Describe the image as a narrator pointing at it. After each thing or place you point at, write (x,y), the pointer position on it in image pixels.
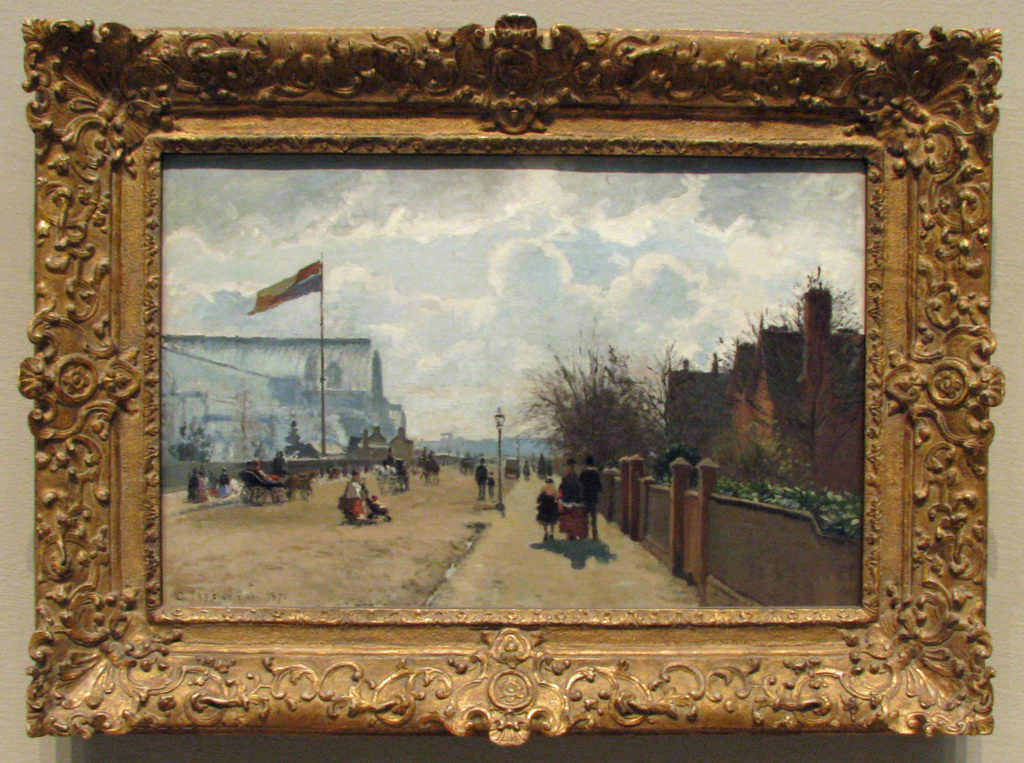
In this picture we can see a photo frame (934,331), there is a picture (602,568) of some people (578,525), a flag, a building (166,432), a pole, a light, some plants (743,457) and the sky (529,303) in this frame (685,29), in the background (772,11) there is a wall (772,11).
